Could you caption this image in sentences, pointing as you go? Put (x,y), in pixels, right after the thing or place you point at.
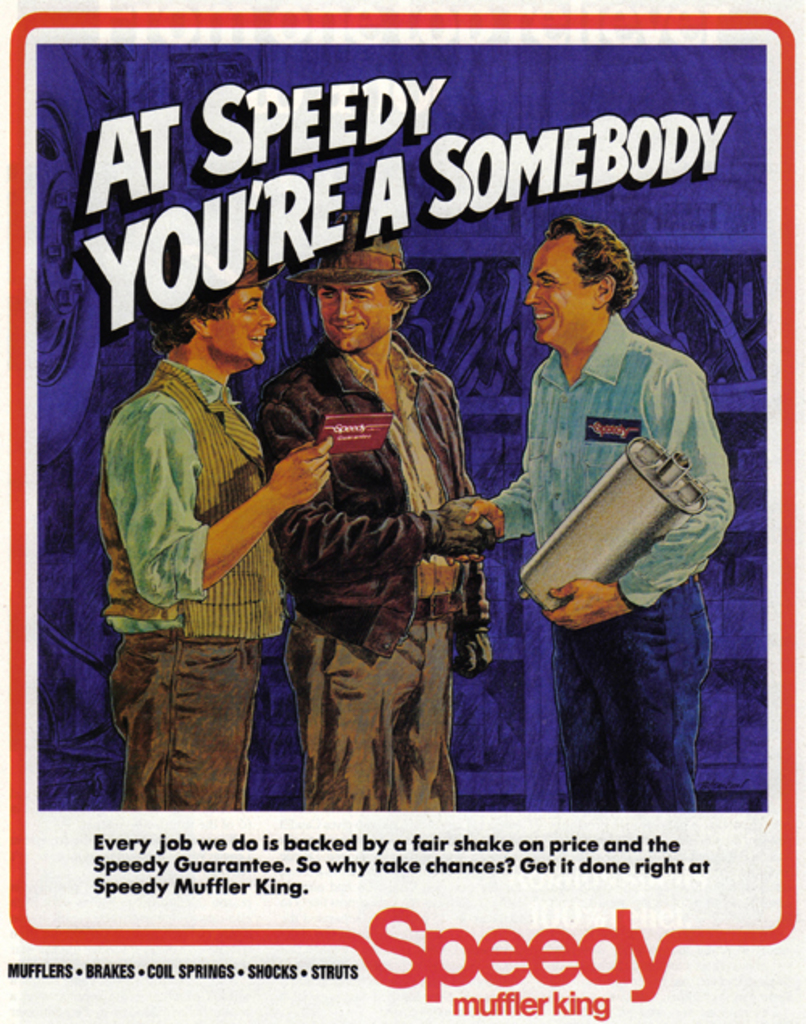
In this image, I can see a poster (657,546) with the pictures (331,556) of three people (365,556) standing and letters (160,138) written on the poster (662,216).
